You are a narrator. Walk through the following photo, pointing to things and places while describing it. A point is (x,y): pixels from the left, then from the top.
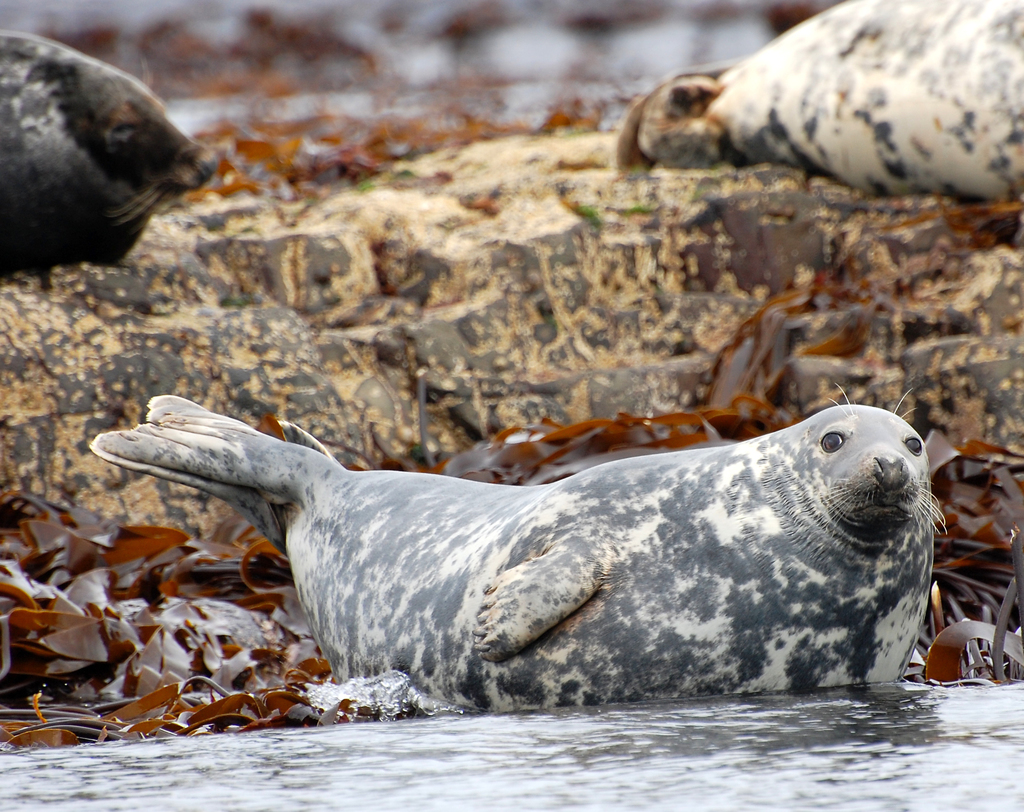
In this picture we can see seals (32,251), leaves (256,157), rock (271,395), water (815,787) and in the background (365,62) it is blurry.
